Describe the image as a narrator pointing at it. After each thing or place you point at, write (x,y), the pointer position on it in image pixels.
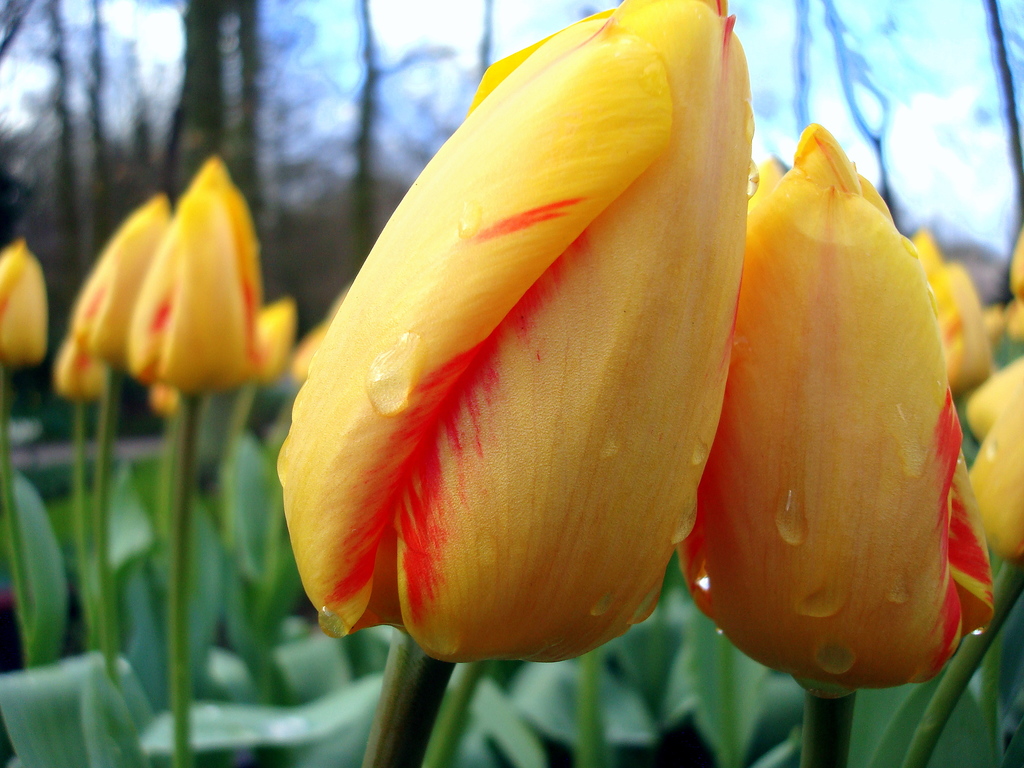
In this image I can see few flowers (551,489) in yellow and orange color and I can see few leaves (707,643) in green color, background (428,33) the sky (359,3) is in white color.
